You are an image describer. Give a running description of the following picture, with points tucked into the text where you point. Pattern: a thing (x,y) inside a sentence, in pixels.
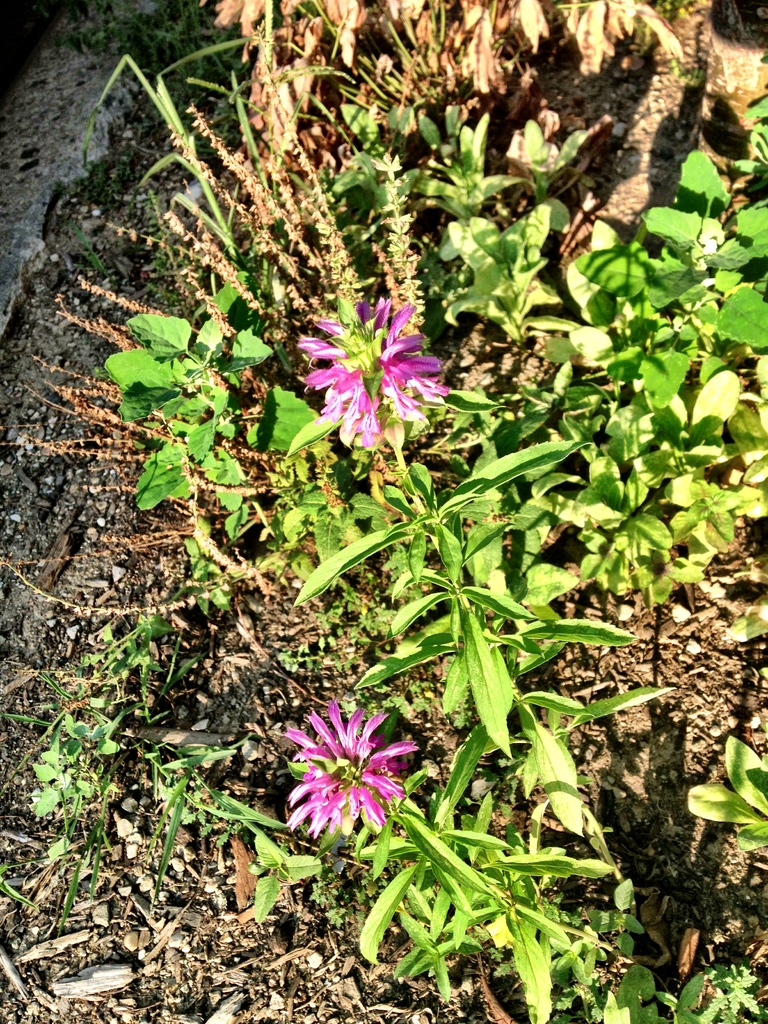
In the center of the image (472,680) we can see plants (403,344) with flowers (356,370), which are in pink color. In the background (74,1008), we can see the grass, soil (681,761) and dry seeds (205,168).
